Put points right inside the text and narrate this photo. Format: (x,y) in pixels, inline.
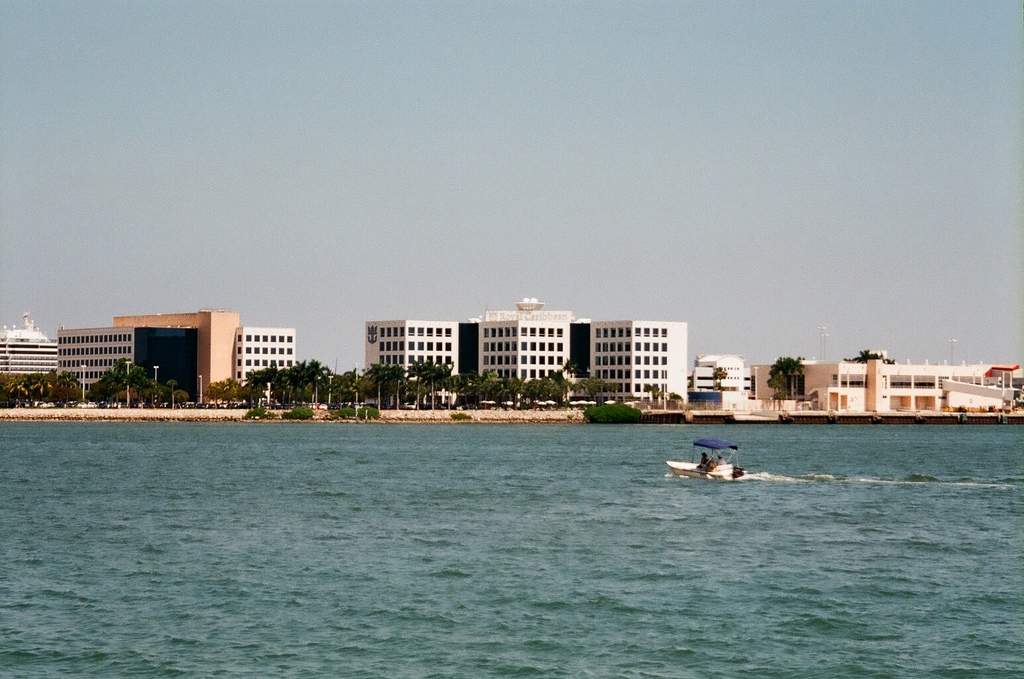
This image consists of a boat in the water (480,497), fence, trees (403,396), light poles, vehicles (421,403) on the road (480,403), buildings (371,351) and the sky (551,283). This image is taken may be near the ocean (317,527).
